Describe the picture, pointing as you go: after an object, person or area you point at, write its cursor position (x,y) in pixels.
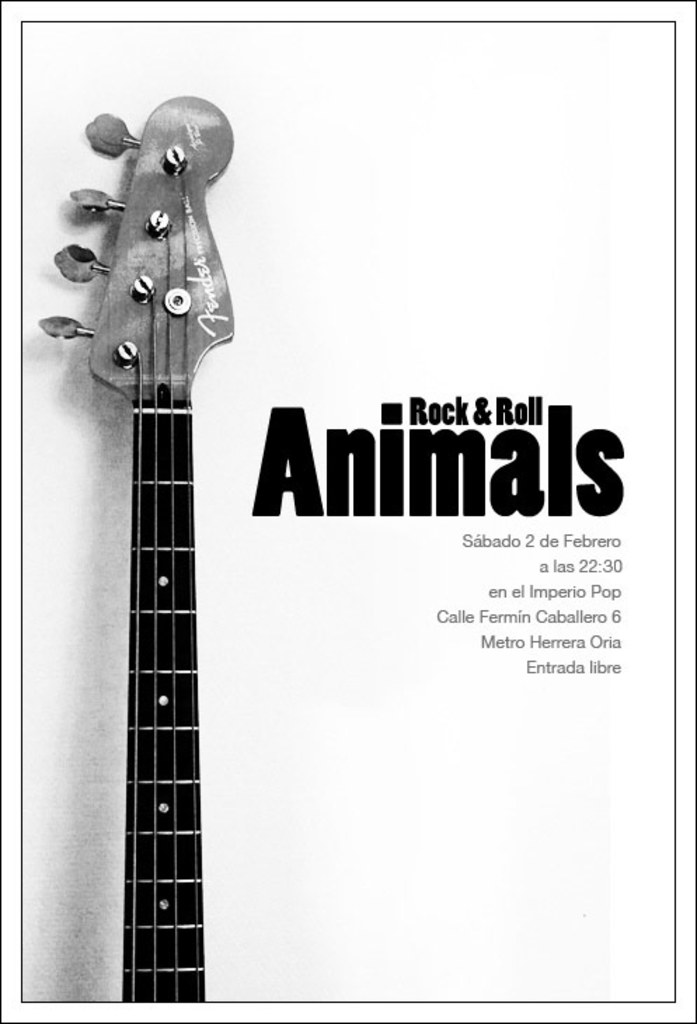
This is a black and white image. In this image we can see the picture of a guitar (197,664) and some text (485,621) beside it.
